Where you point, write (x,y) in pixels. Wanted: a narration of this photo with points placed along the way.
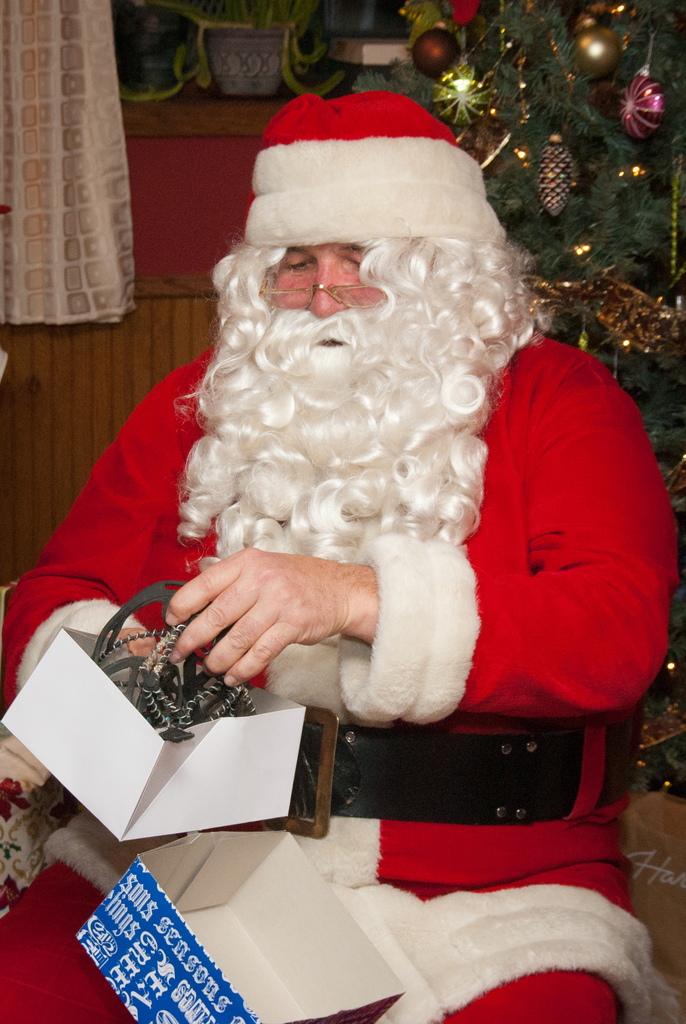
In this image there is one person (522,760) sitting and wearing a Santa claus dress (83,860) and holding a gift box (163,763) which is in white color, and there is a Christmas tree (578,250) at top right corner of this image (620,181) and there is a curtain (97,194) at top left corner of this image (39,145), and there is a wall (230,198) in the background (181,198).
